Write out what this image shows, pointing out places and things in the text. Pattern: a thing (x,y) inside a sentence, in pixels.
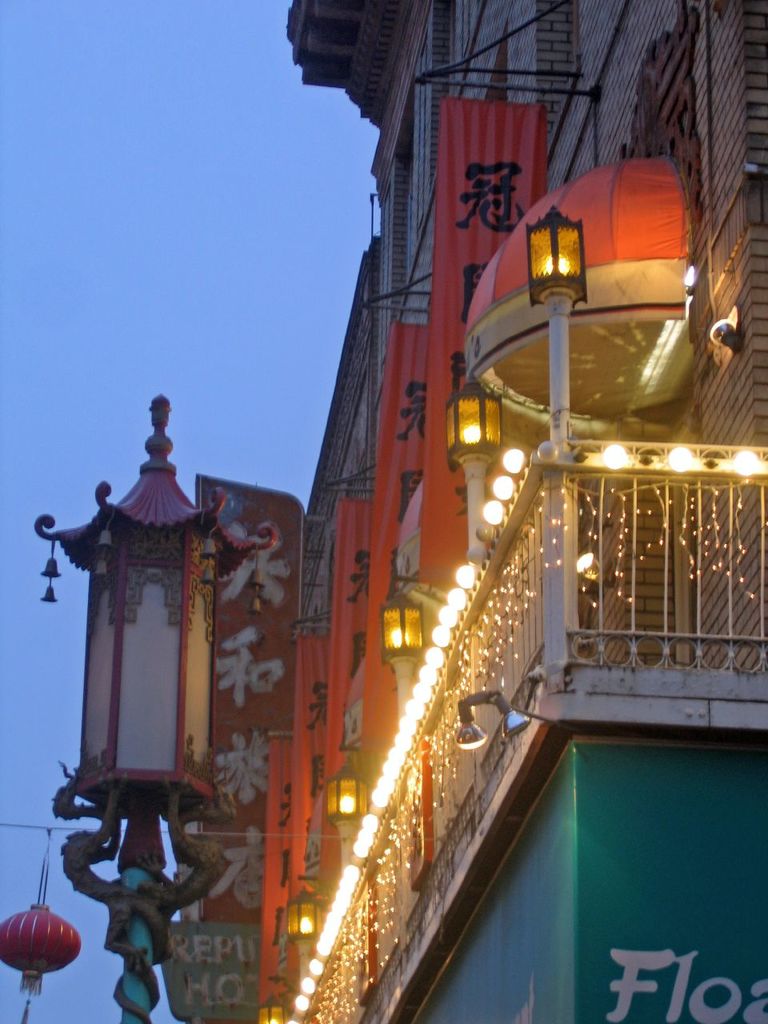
In the picture we can see a part of the building (742,198) with railing (547,589) to it and decorative lights (326,992) to it and a pole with a lamp (534,271) to the building (383,160) and beside the building (398,163) we can see a sky (177,240).
